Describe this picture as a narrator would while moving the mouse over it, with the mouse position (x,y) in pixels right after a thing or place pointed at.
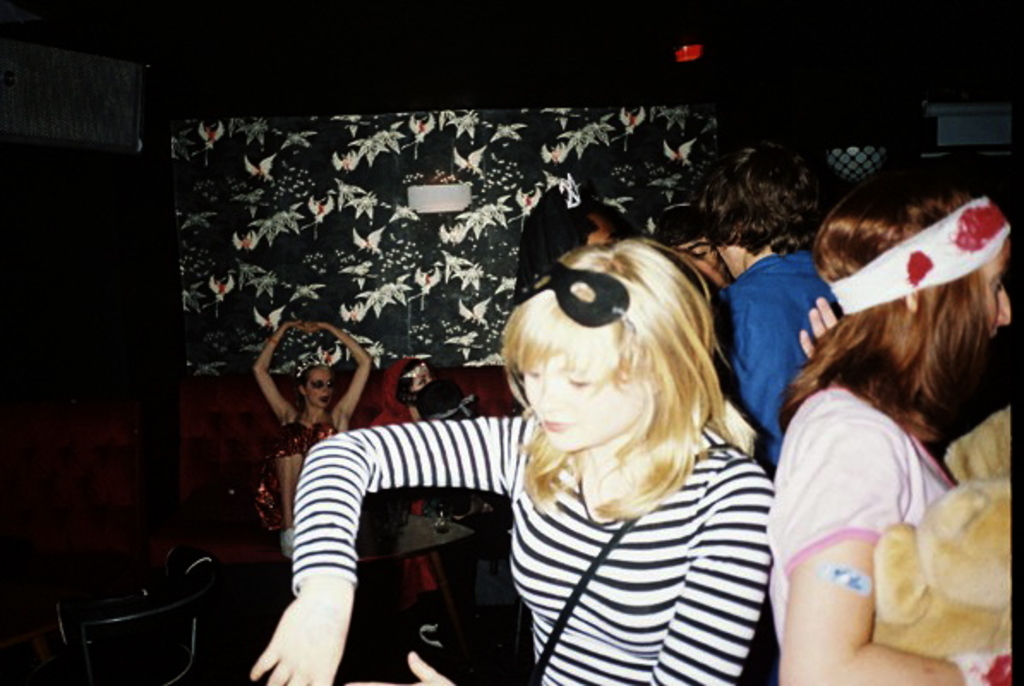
In this picture we can see two women (289,537) sitting on a sofa (245,536). Few people (322,470) are visible on the right side (850,614). We can see a dark patterned wall (348,141) and a light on it. Some chairs (191,560) are visible on the left side (205,560). We can see few lights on top (697,44).
